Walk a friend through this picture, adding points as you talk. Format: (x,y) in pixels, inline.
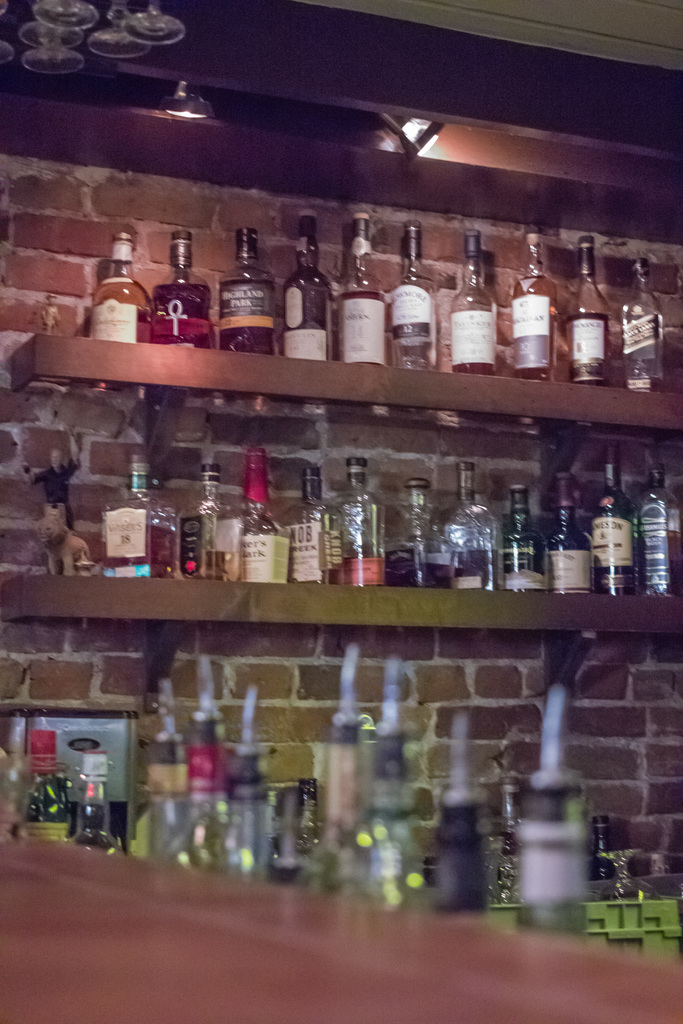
There are some liquor bottles (284,305) arranged in shelves (645,393).
